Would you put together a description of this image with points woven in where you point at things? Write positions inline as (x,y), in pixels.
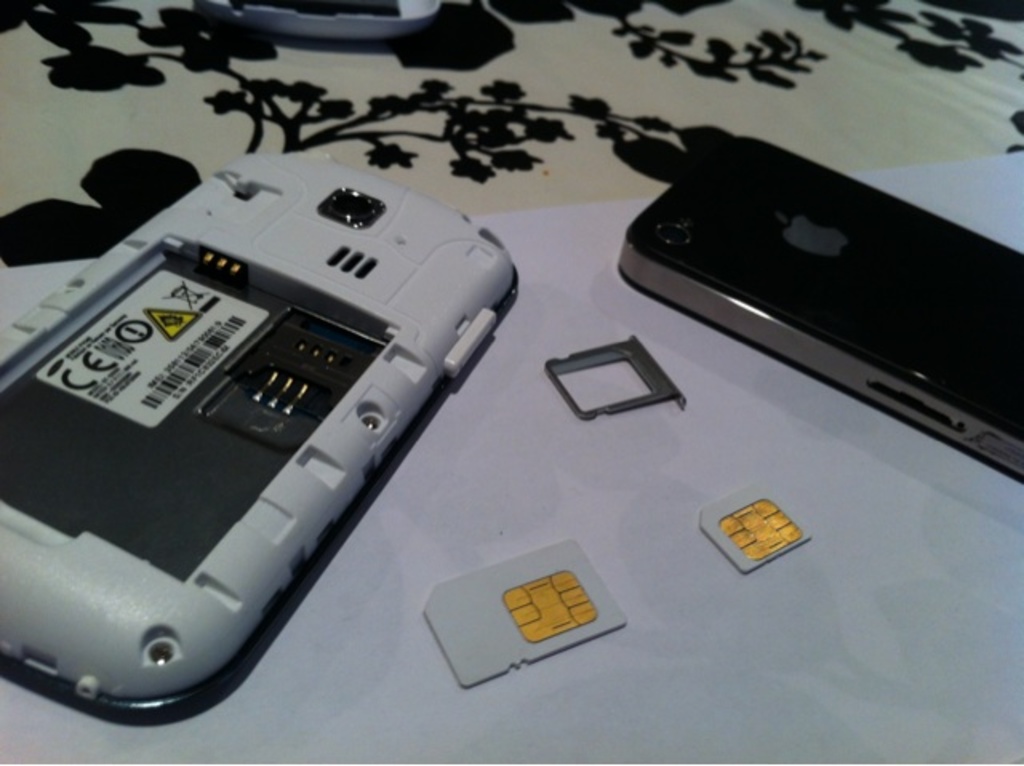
In this image I can see mobiles (238,508), sim cards (539,593) and a cloth (578,164). This image is taken may be during night.
